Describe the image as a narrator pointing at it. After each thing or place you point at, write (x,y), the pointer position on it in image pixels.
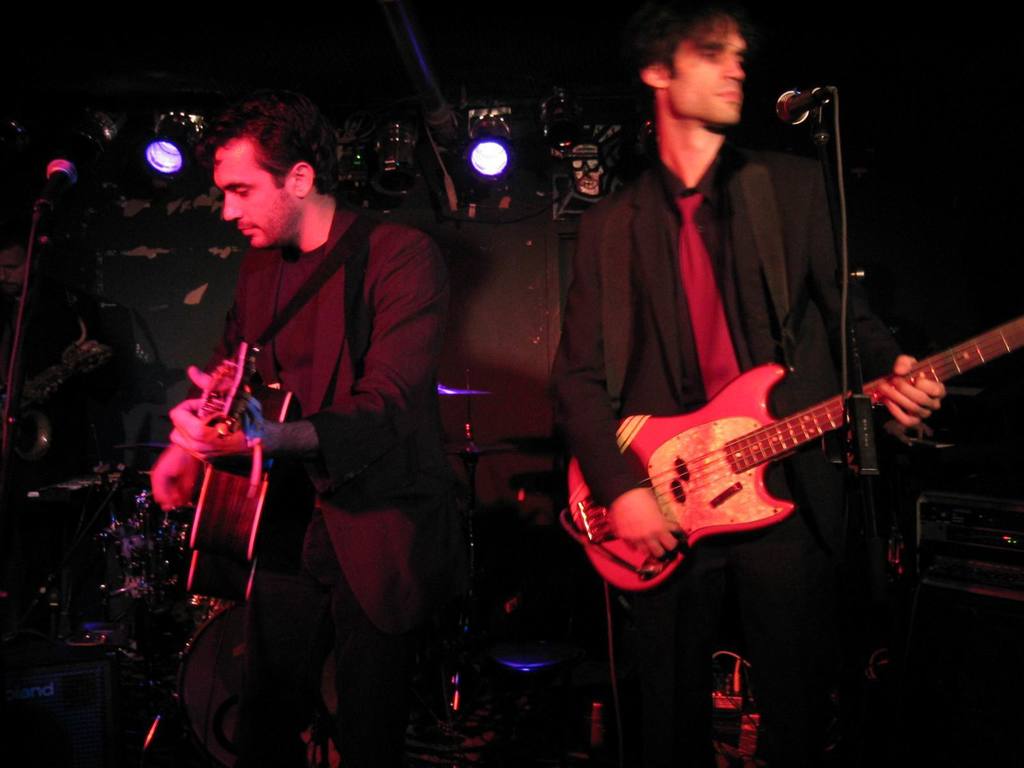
In this picture we can see two persons (436,380) standing in front of mike (829,93). They are playing guitar (737,456). And these are the lights (154,163).
